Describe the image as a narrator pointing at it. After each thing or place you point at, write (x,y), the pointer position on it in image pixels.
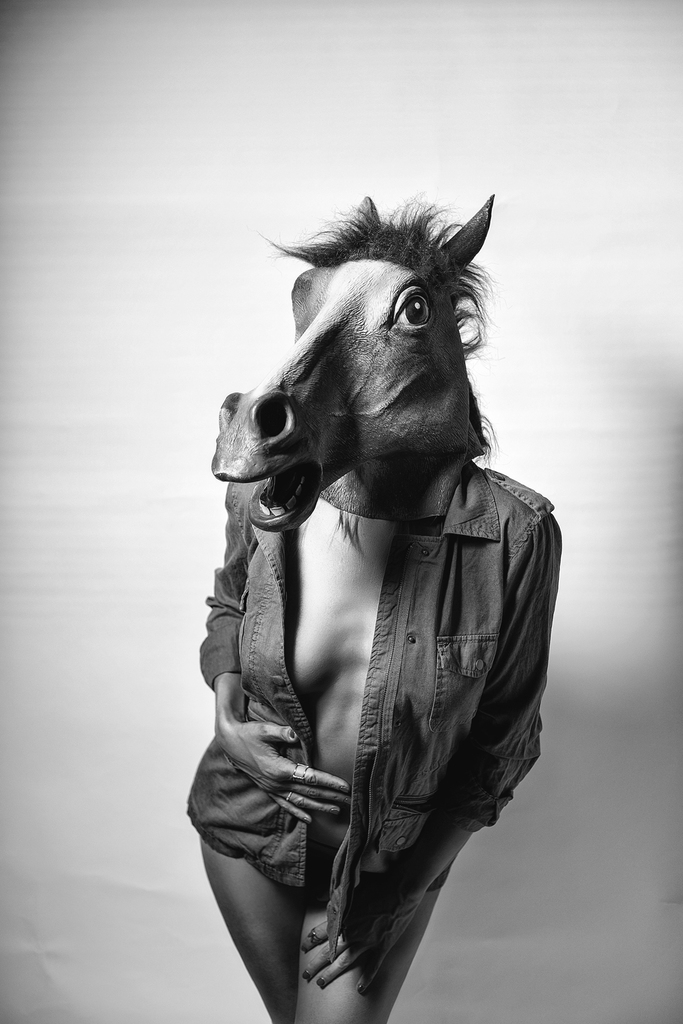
Here we can see, a woman (352,583) standing by wearing a horse mask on her face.
